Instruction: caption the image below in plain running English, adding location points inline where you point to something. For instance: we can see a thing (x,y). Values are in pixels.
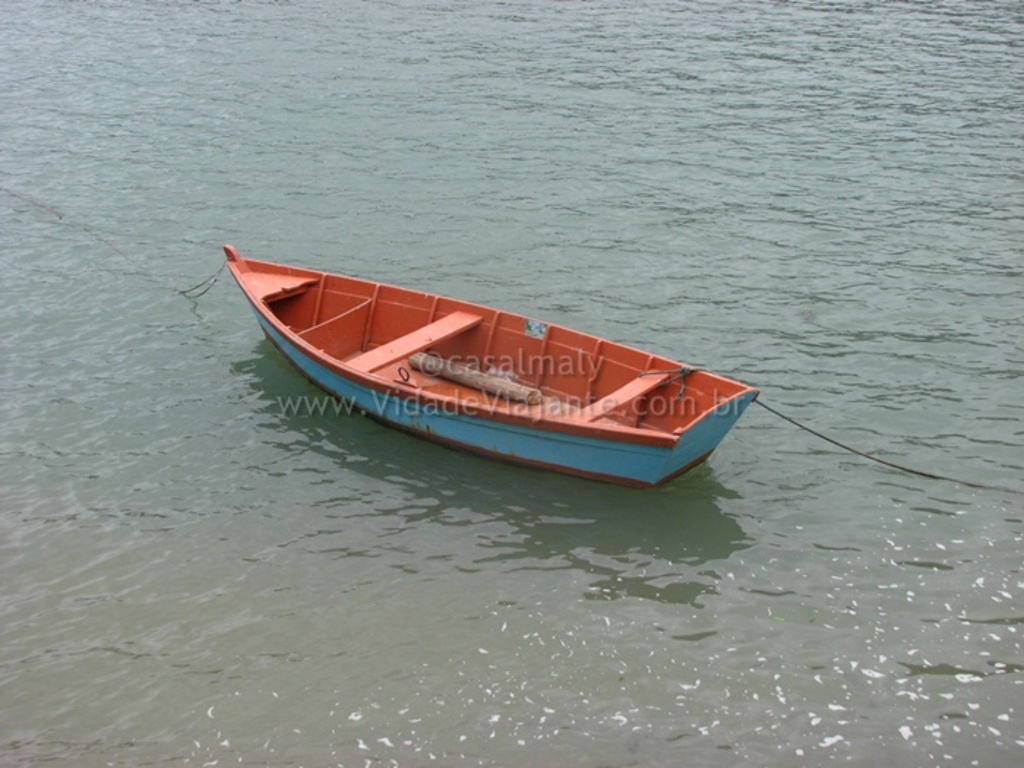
In this picture I can see the water (944,253) and on the water (355,271) I can see a boat (249,270) which is in the center of this image (349,364) and I can see the watermark (433,401) in the center (433,356).
